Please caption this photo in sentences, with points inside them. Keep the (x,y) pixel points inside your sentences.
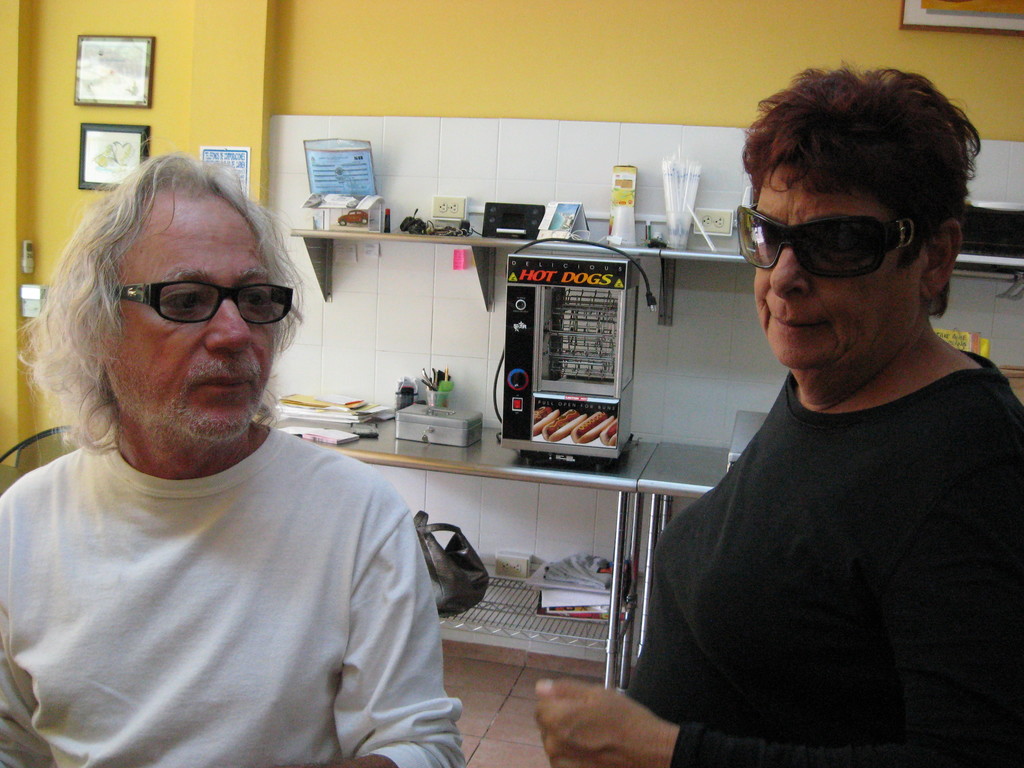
In this image we can see two people (399,542) in a room (655,418) and in the background (619,520), we can see a rack (433,460) and on the rack (592,642) we can see some objects (533,338) like hot dog machine (569,414), box (445,436), books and some other things (368,414). We can also see the wall (386,250) and there are some photo frames (125,61) attached to the wall (633,52).
